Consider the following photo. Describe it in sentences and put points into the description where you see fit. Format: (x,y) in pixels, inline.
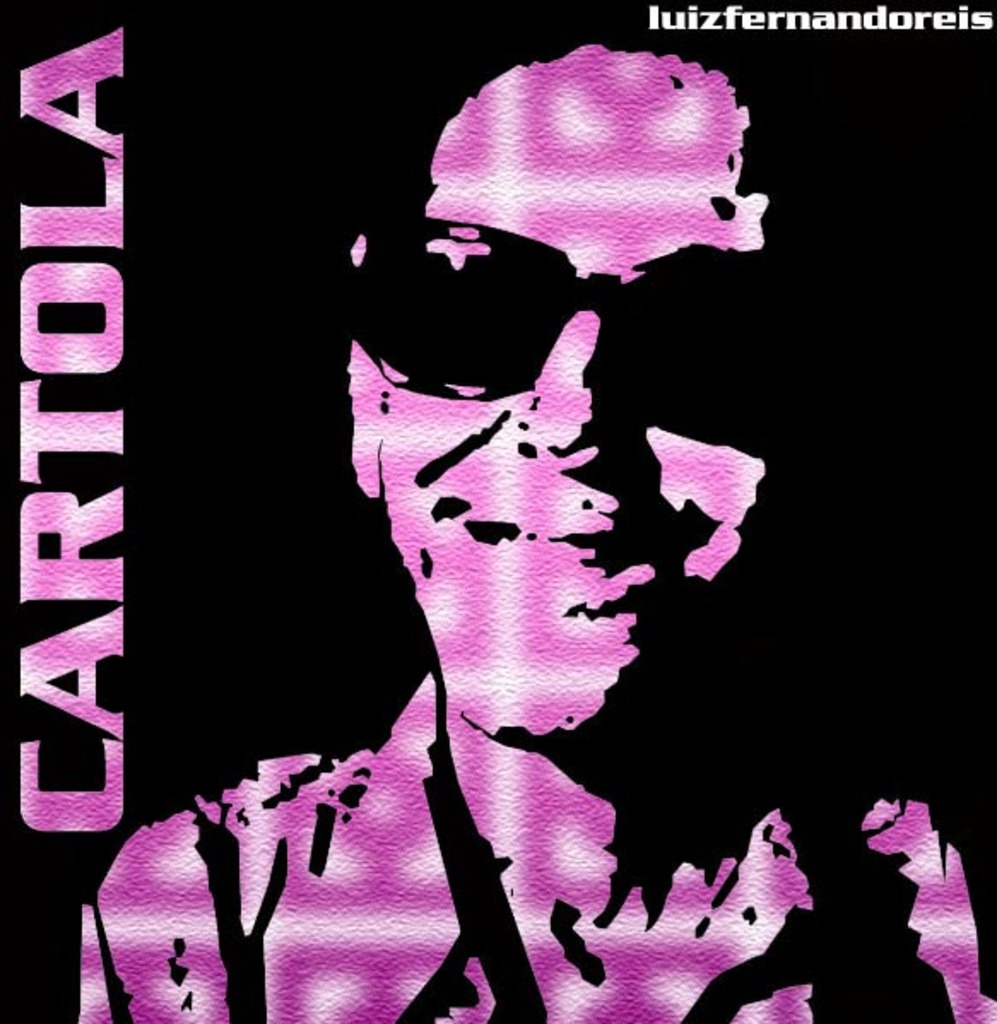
This is a poster (853,882) and in this poster (292,969) we can see a person (736,308) wore goggle (753,374) and some text (81,799).
